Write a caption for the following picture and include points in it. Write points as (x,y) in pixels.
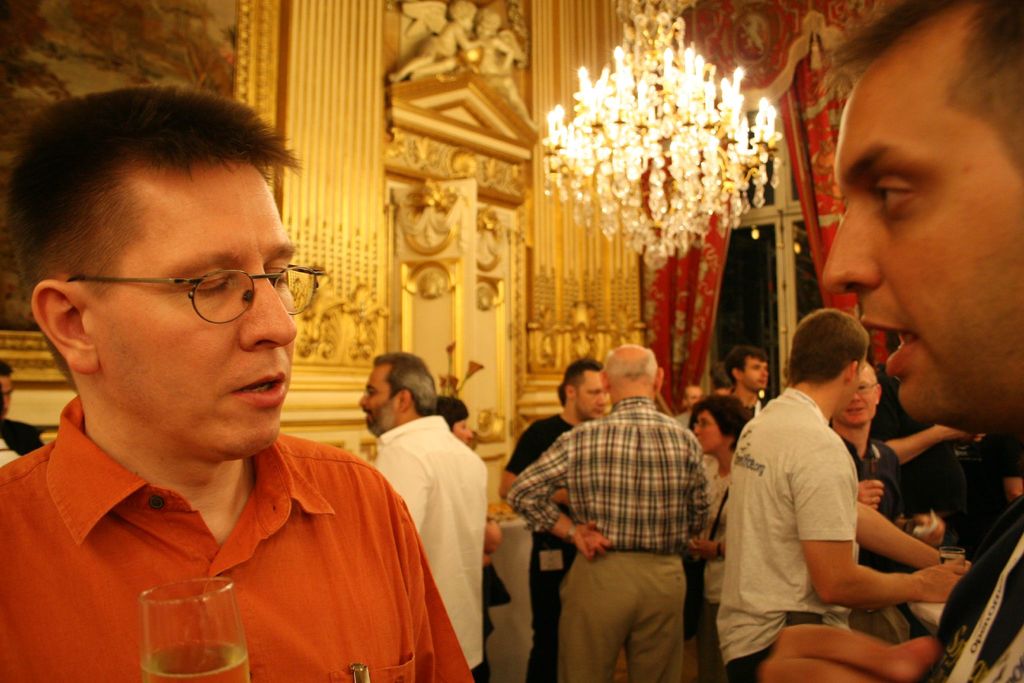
In this picture I can observe two men (944,191) talking to each other. One of them is wearing spectacles (233,295) and a shirt (140,551). The man (211,549) is on the left side (182,465). The other one is on the right side (940,228). In the background (585,477) there are some people (635,484) standing. I can observe a chandelier (661,119) hangs to the ceiling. In the background (568,271) there is a wall (380,133) and a red color curtain (753,45).
